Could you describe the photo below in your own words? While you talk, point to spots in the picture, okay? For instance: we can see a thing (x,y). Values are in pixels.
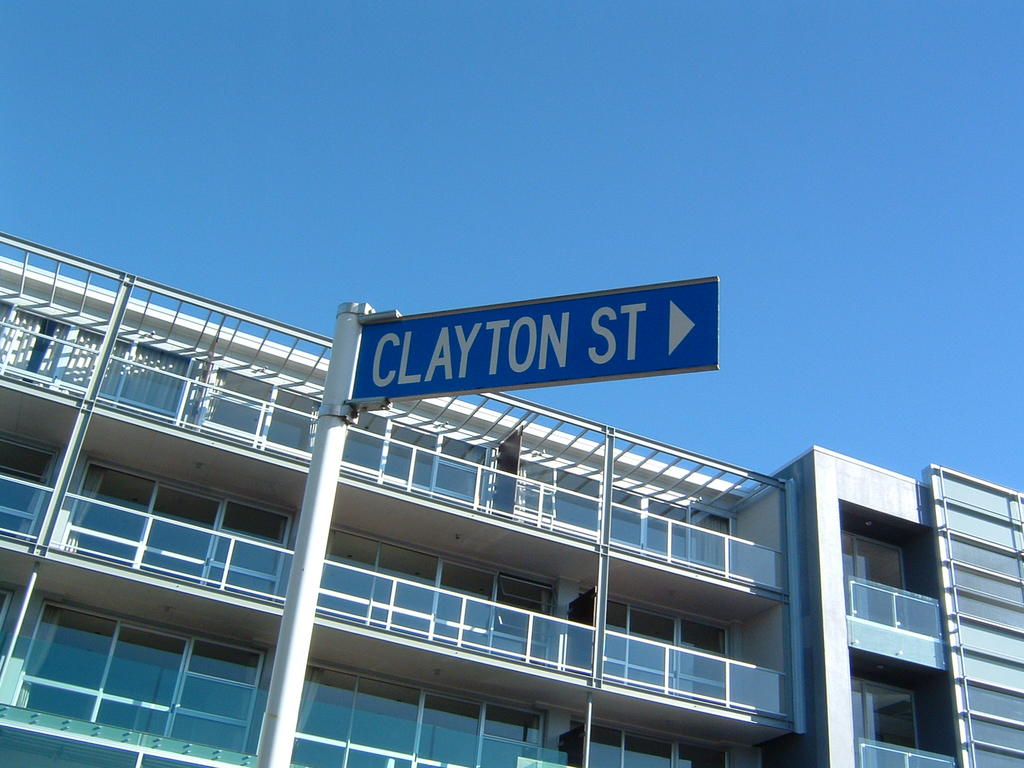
In this picture I can see a building (620,619) and board (437,388) to the pole (291,731) with some text (547,320) and I can see a blue sky (508,234).
